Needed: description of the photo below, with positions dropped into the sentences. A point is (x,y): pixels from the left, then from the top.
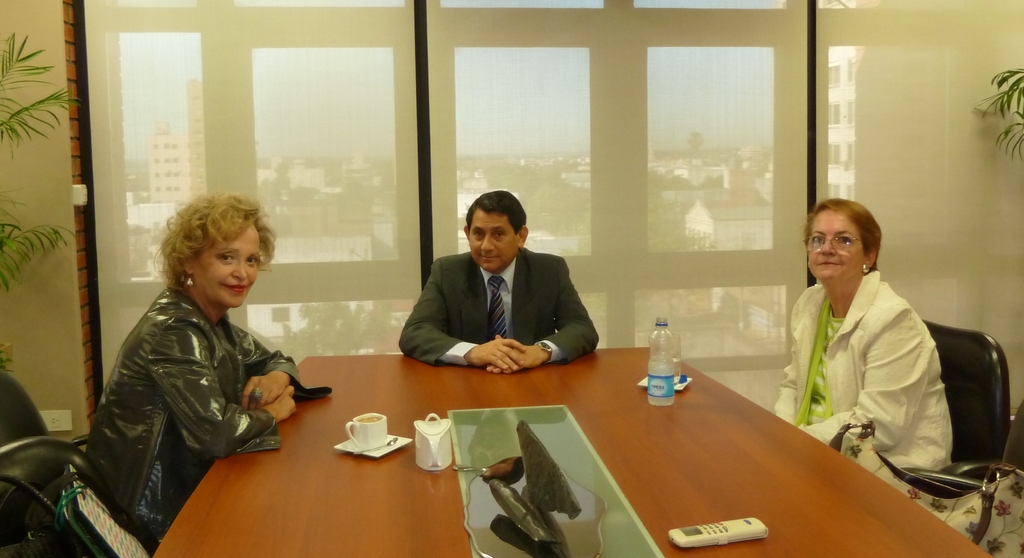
In this picture there are three persons (525,334) sitting, smiling and there is a table (383,469) in front of them is a water bottle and a cup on it
